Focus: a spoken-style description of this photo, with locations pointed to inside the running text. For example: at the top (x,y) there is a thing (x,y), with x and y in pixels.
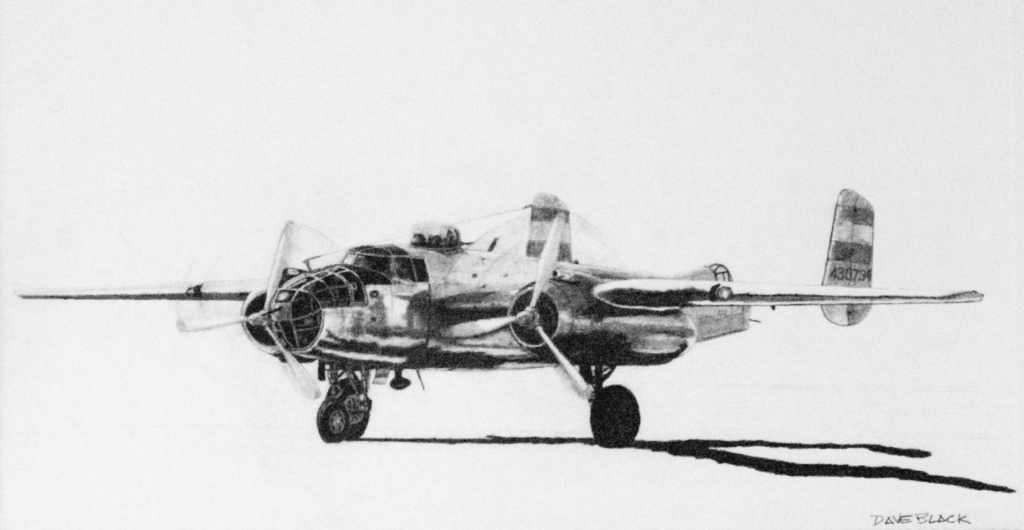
In the picture I can see a plane (436,328) and there is something written in the right bottom corner (933,513).
